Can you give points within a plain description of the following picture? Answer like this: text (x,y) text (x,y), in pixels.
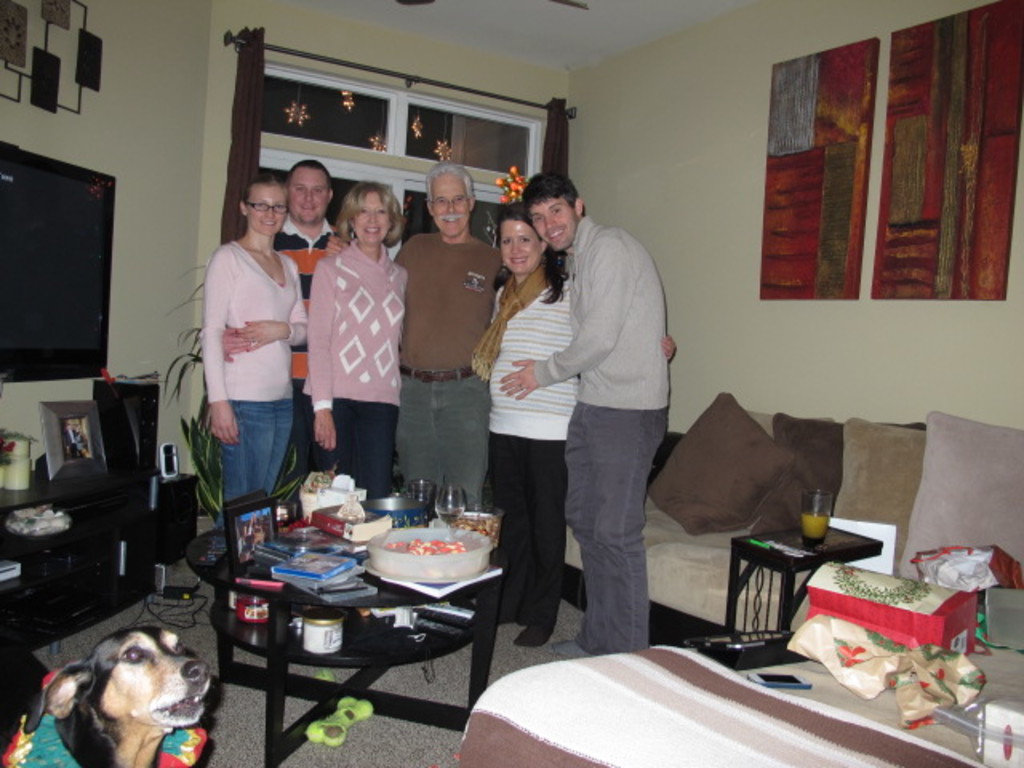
In this picture we can see a dog (164,657) and group of people (325,340) they are all standing, in front of them we can see photo frame (245,515), glasses (453,516), books (328,586) and some other objects (318,640) on the table (282,604) and also we can find television (53,278), wall paintings (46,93), sofa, baggage (886,576) and mobile (775,679).
